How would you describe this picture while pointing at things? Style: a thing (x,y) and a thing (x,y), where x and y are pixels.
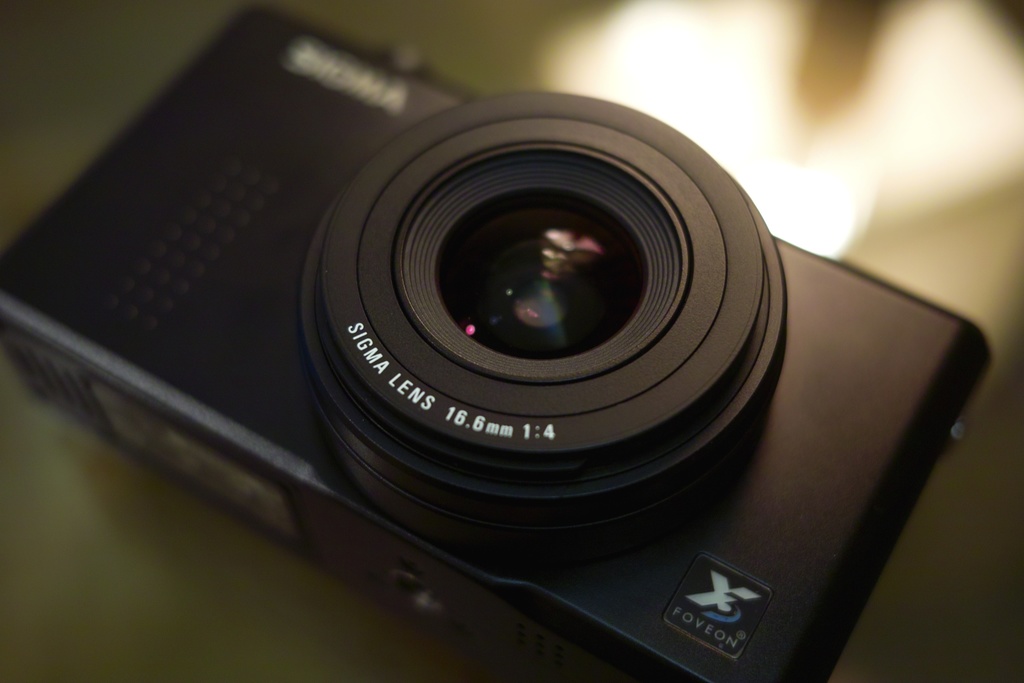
As we can see in the image there is a table (959,209). On table (78,537) there is black color camera (352,380).
